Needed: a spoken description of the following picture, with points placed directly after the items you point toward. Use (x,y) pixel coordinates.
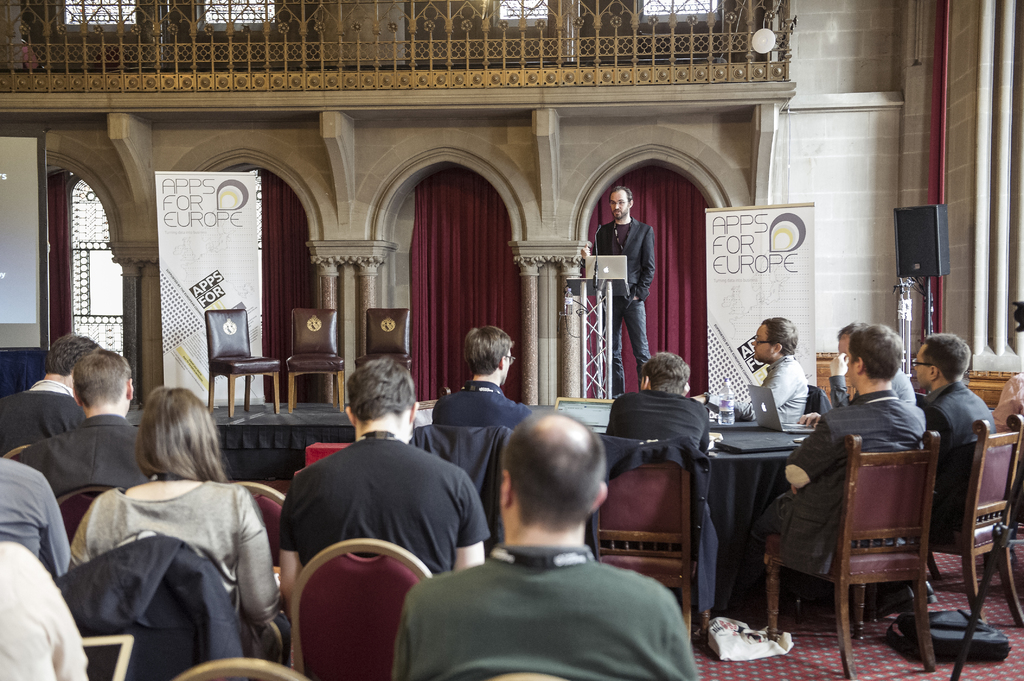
In this picture we can see men (359,517) and women (176,520) sitting on the chairs (385,635). In the front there is a man (624,225), standing on the stage (300,420) and giving a speech. Behind there is a red curtain (493,220) and arch wall (323,217). On the right corner (902,272) we can see the black speaker (904,255) and roller banner (742,272).
